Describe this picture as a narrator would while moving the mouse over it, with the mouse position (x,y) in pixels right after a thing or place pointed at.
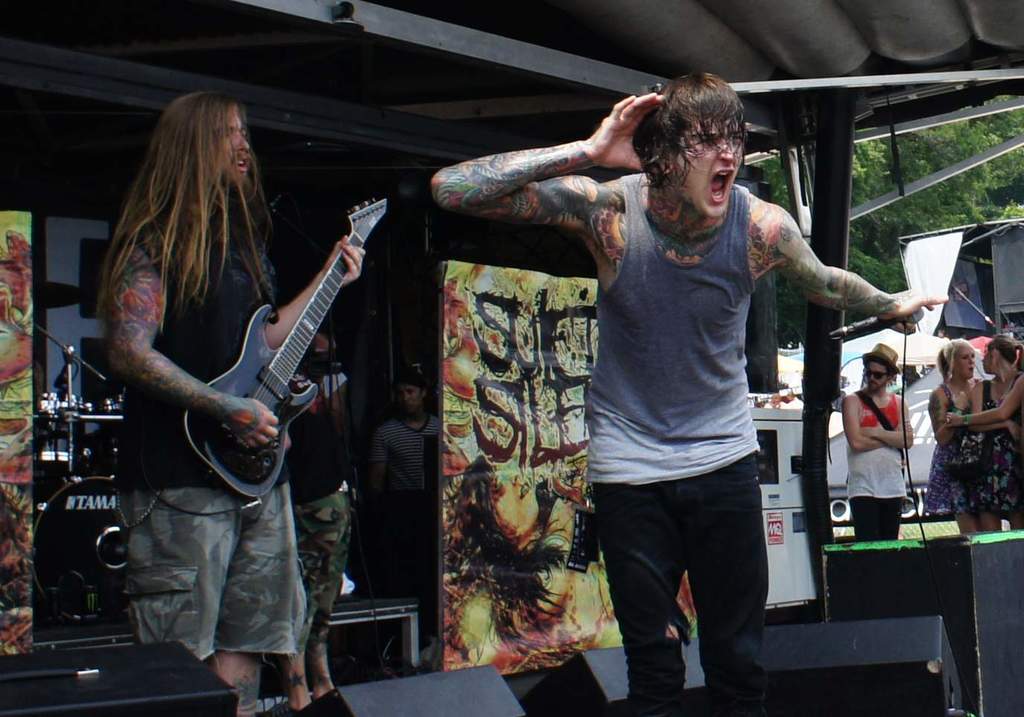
This picture shows a man (706,106) singing on the dais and a man (233,118) playing a guitar (241,349) standing back off him.
